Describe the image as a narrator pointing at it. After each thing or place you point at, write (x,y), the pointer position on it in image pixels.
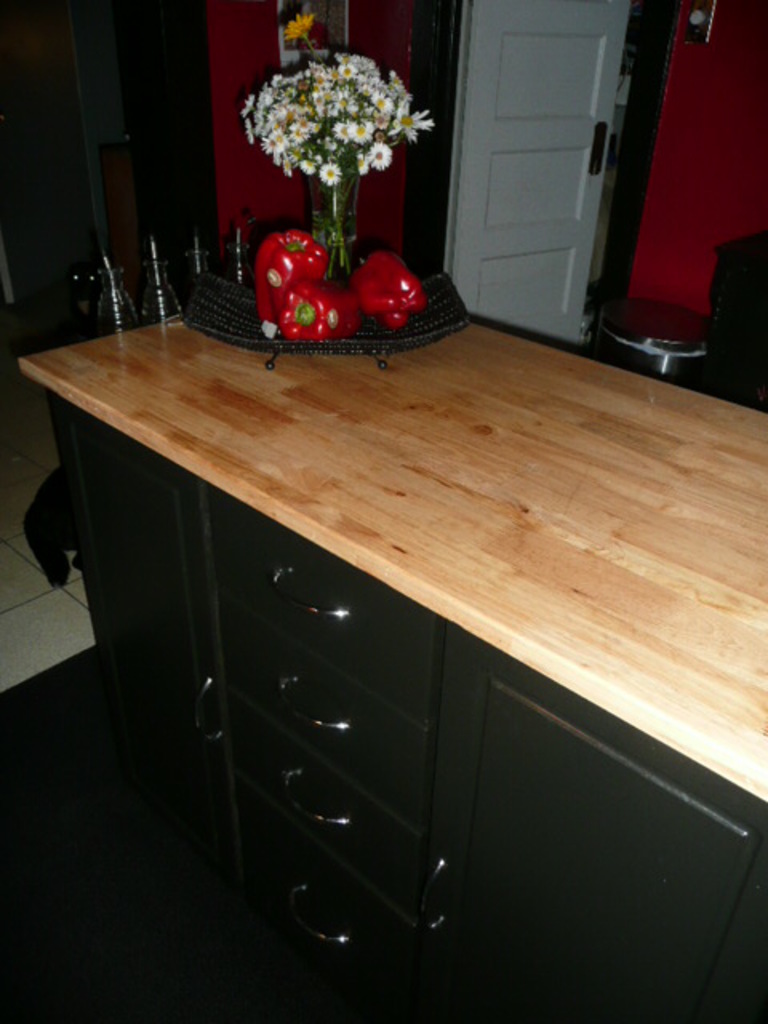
In the middle (407,634) there is a drawer (509,723) on that drawer (478,782) there are some vegetables (359,310) and flower vase (328,160). In the background (440,129) there is a door (585,149) and wall (678,163).
